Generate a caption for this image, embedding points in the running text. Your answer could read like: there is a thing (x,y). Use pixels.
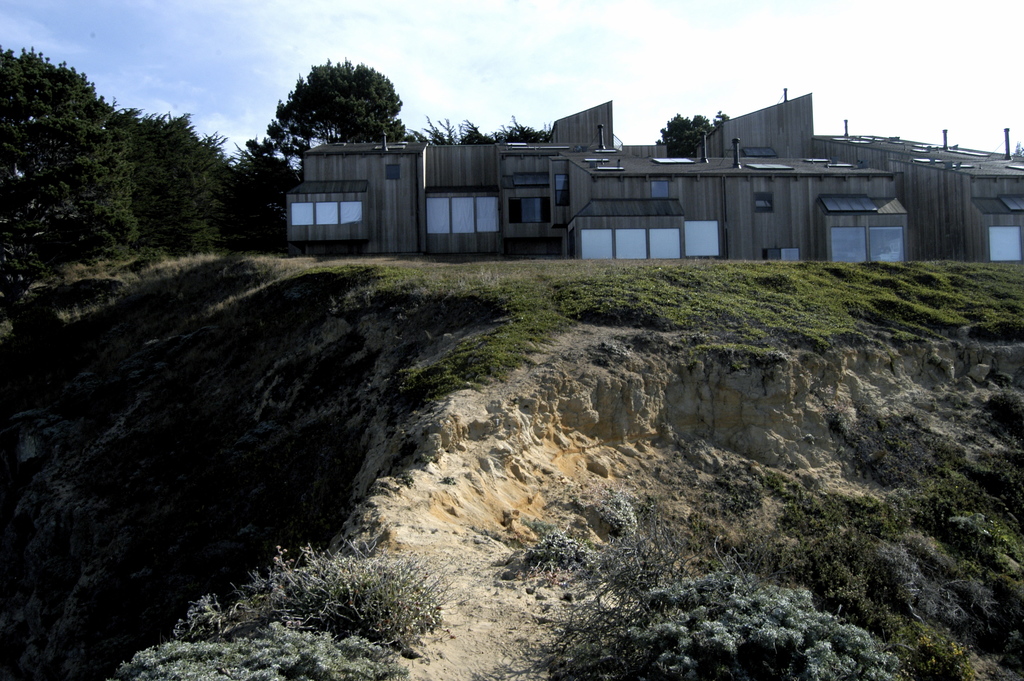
In this image I can see grass (818,322), mountains (551,452), trees (20,140), buildings (484,189) and the sky (736,107). This image is taken may be during a day.
